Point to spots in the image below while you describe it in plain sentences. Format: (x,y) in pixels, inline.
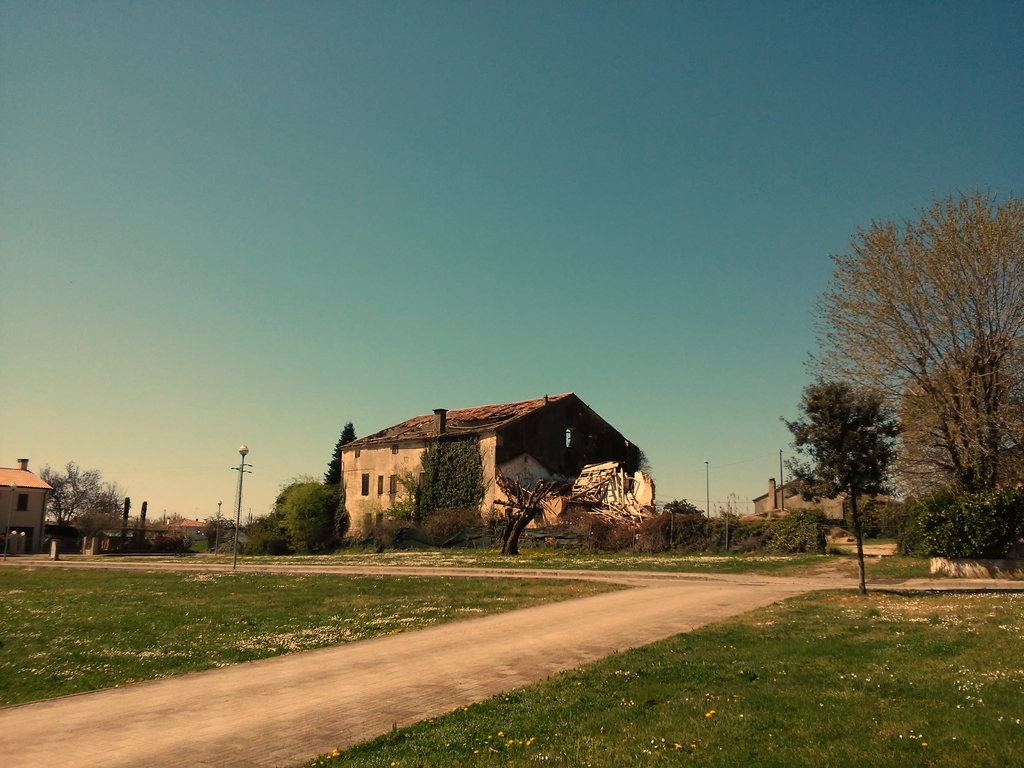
There is a road (444,657). On both sides of this road (343,669), there is grass (694,669) on the ground (730,727). In the background (391,469), there are trees (994,470), plants (975,552) and buildings (583,425) on the ground (1008,594) and there is blue sky (433,244).
